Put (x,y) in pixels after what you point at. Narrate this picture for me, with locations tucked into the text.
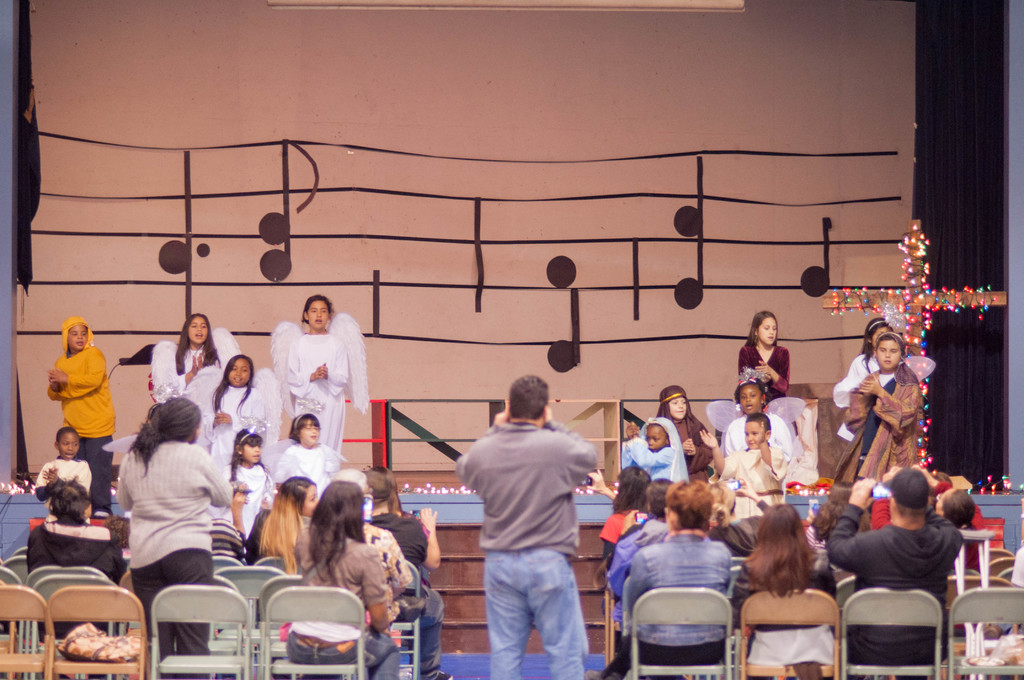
In this picture I can see there are few kids (879,398) standing on the dais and there are few people (358,552) sitting in the chairs (737,563) here and there is a person (566,604) clicking the picture.
